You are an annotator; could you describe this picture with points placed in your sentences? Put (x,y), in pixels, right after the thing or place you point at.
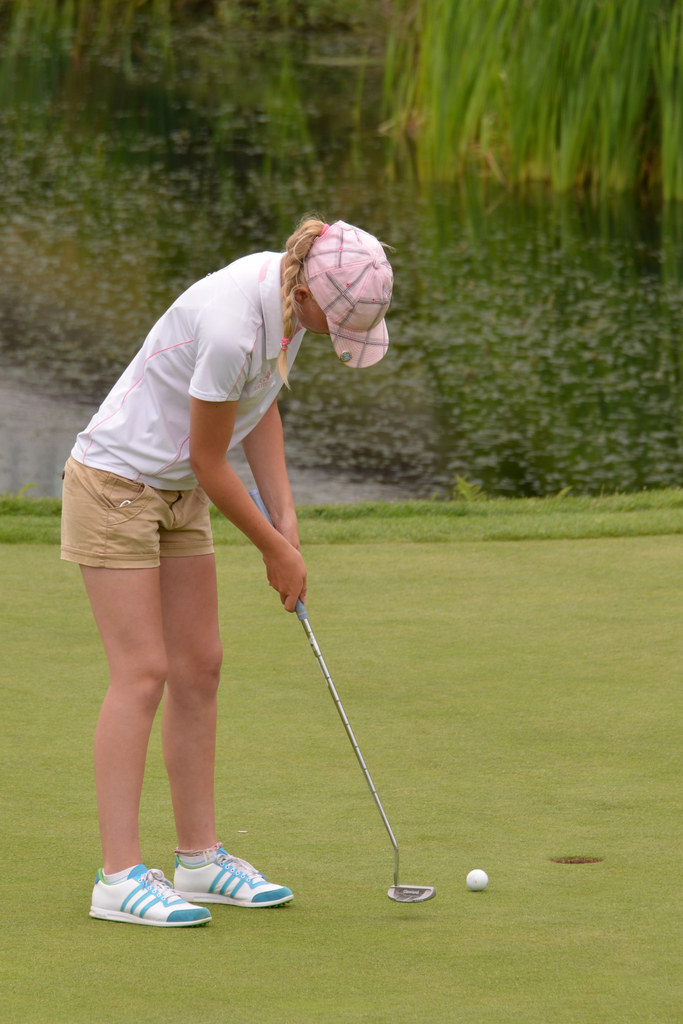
A beautiful girl (217,432) is playing the golf, she wore white color t-shirt (221,378), shoes (177,901). This is the golf ball (484,876), this is the grass (441,630) at the bottom (46,881) in this image.
